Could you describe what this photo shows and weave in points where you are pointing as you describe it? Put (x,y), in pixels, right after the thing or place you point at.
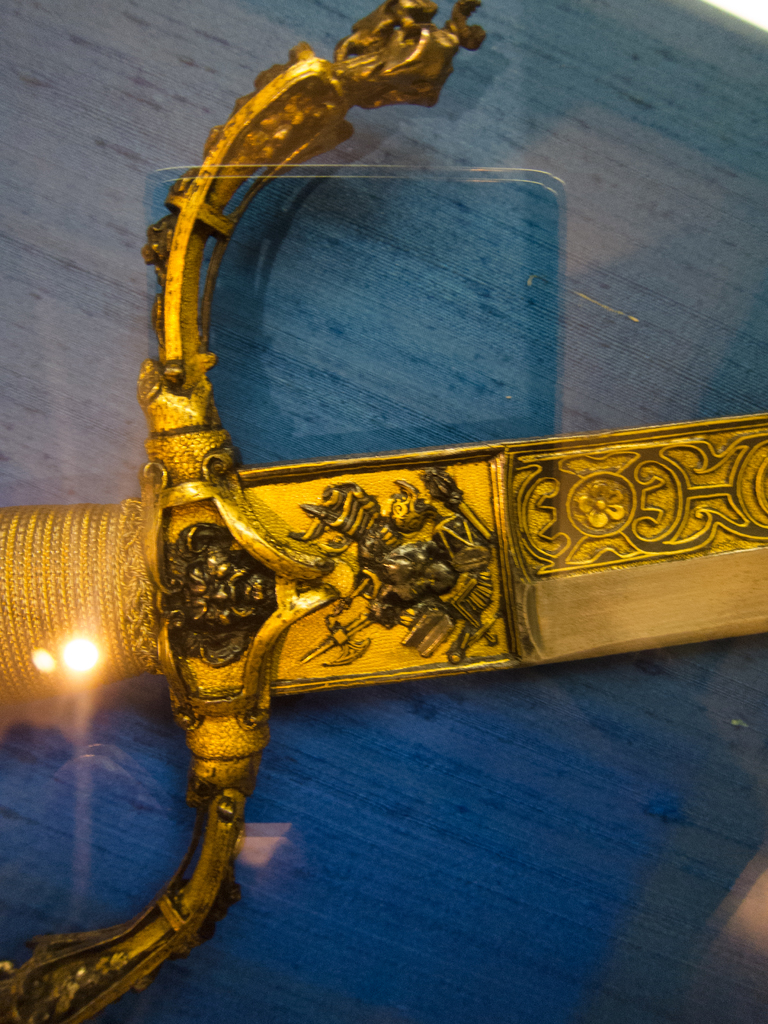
In this image there is a sword (529,594) in a display case (316,962).
